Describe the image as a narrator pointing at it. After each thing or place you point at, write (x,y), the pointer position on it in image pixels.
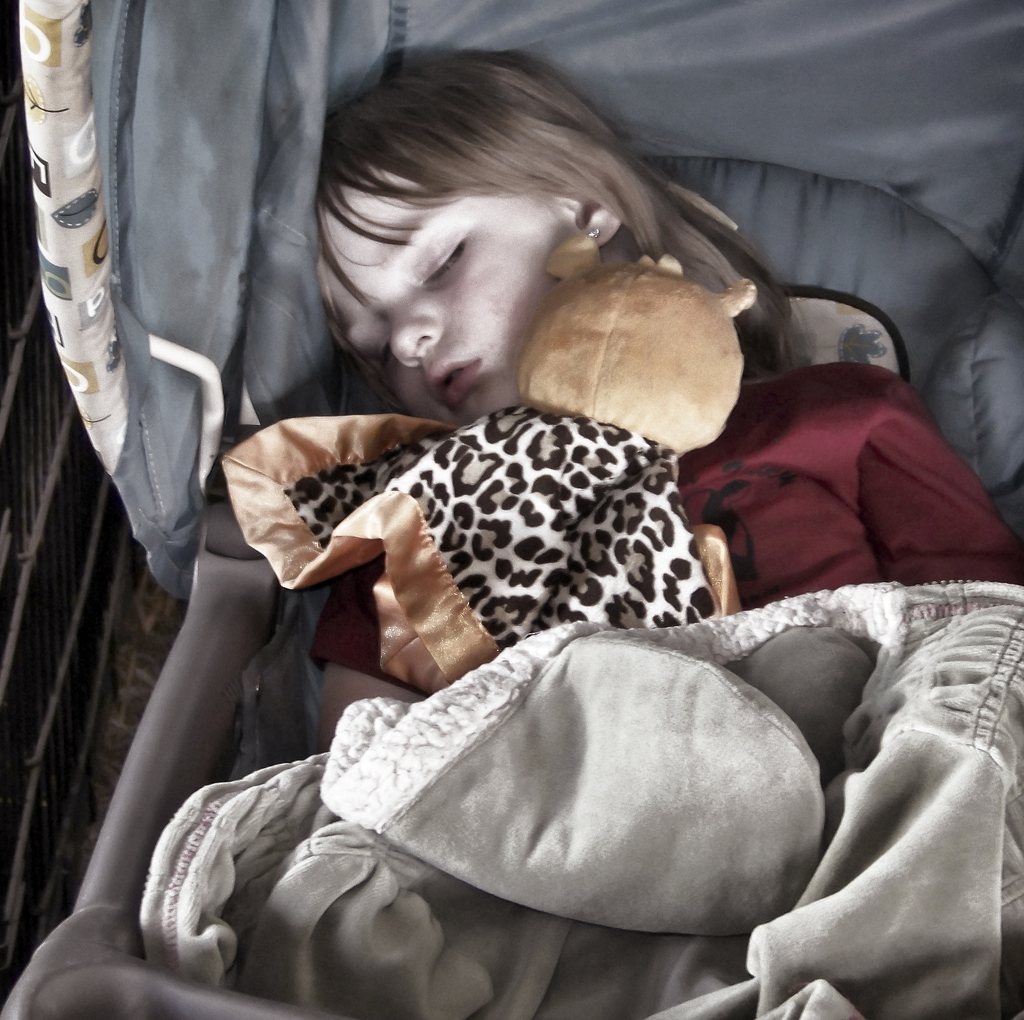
In this image we can see one girl (441,168) sleeping on the surface (190,679) which looks like a chair (193,663), one doll (562,302) and blanket (938,710) on the girl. There is one object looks like a fence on the left side of the image (67,799), one object (81,840) looks like a carpet (76,840) on the floor (60,877).
